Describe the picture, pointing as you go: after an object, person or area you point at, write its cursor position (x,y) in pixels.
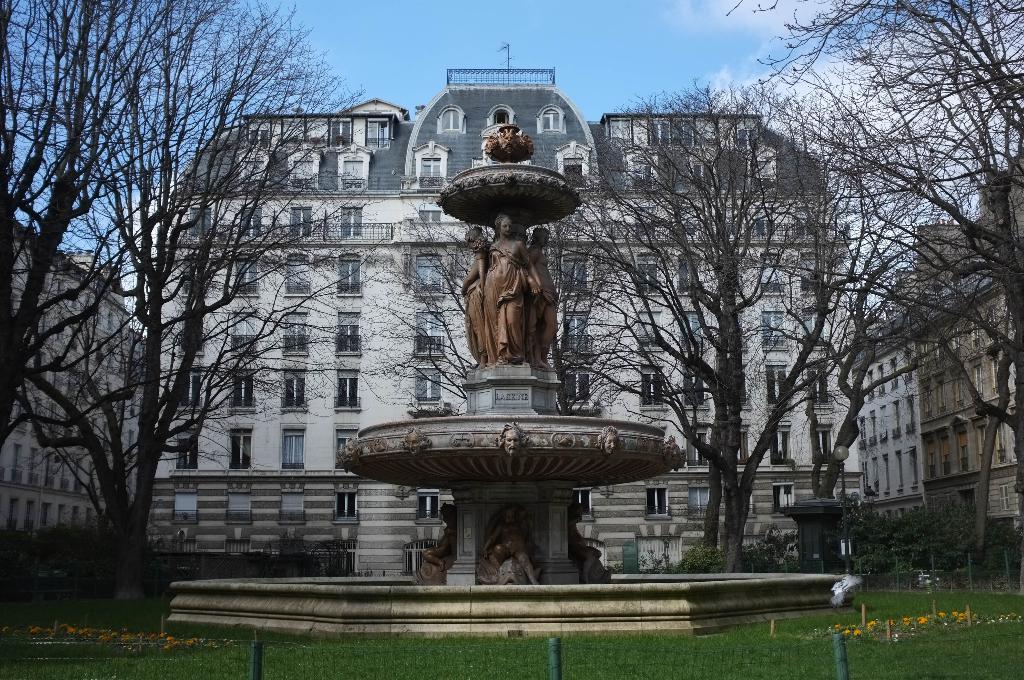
There is a sculpture (526,438), fencing (525,647), grass (541,661), trees (120,326) and buildings (277,223) at the back (760,282).
